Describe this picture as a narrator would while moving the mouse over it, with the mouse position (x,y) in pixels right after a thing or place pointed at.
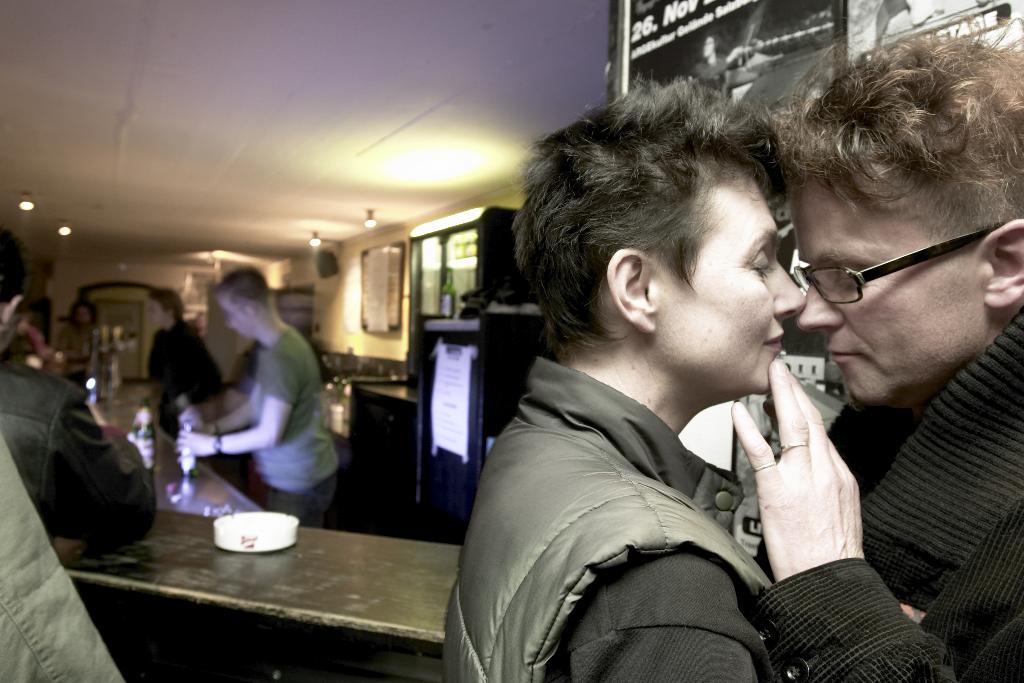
In front of the image there are two people (749,371), behind them there is an object (232,529) on the counter (143,549), beside the counter (185,532) there is a person (47,432), in the background of the image (195,437) there are a few people (191,451) on the either side of the counters (134,380) are opening bottles (139,434), behind them there are a few other objects (352,392) and there are photo frames (370,323) and posters (779,33) on the wall (342,322), at the top of the image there are lamps (28,205).
